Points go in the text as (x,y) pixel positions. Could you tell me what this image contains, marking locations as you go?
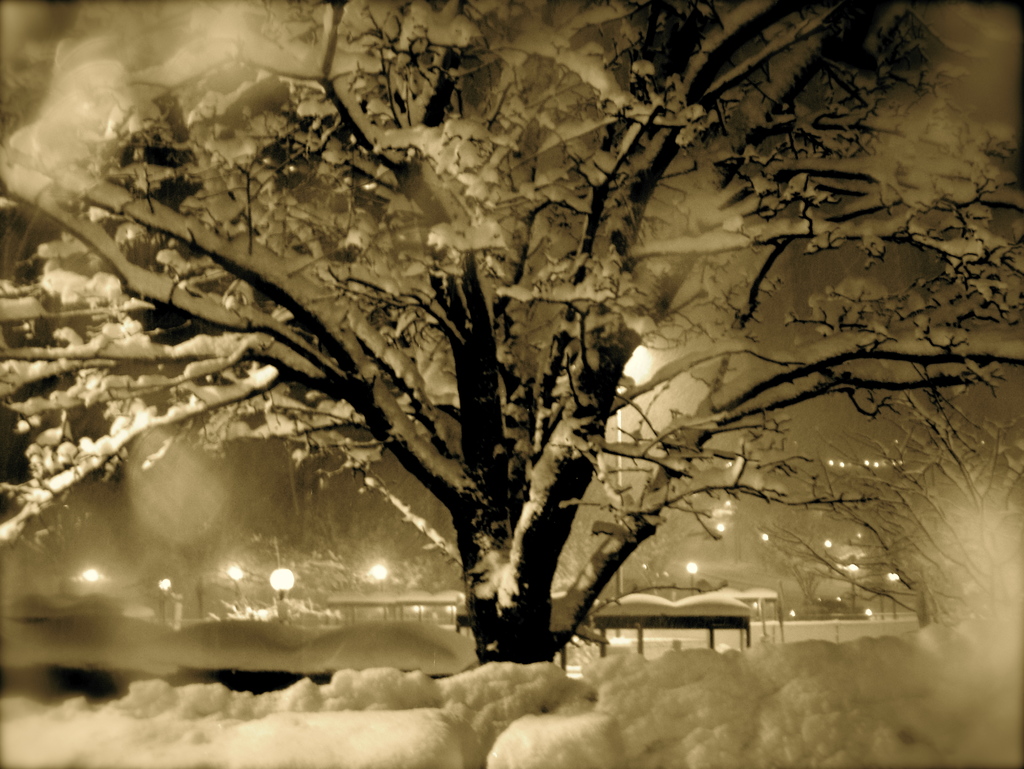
This picture is clicked outside. In the foreground (344,759) we can see there is a lot of snow (115,717). In the center (505,462) there is a tree (367,133) covered with a snow (404,162). In the background (335,604) we can see the lights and some other objects (746,646).
